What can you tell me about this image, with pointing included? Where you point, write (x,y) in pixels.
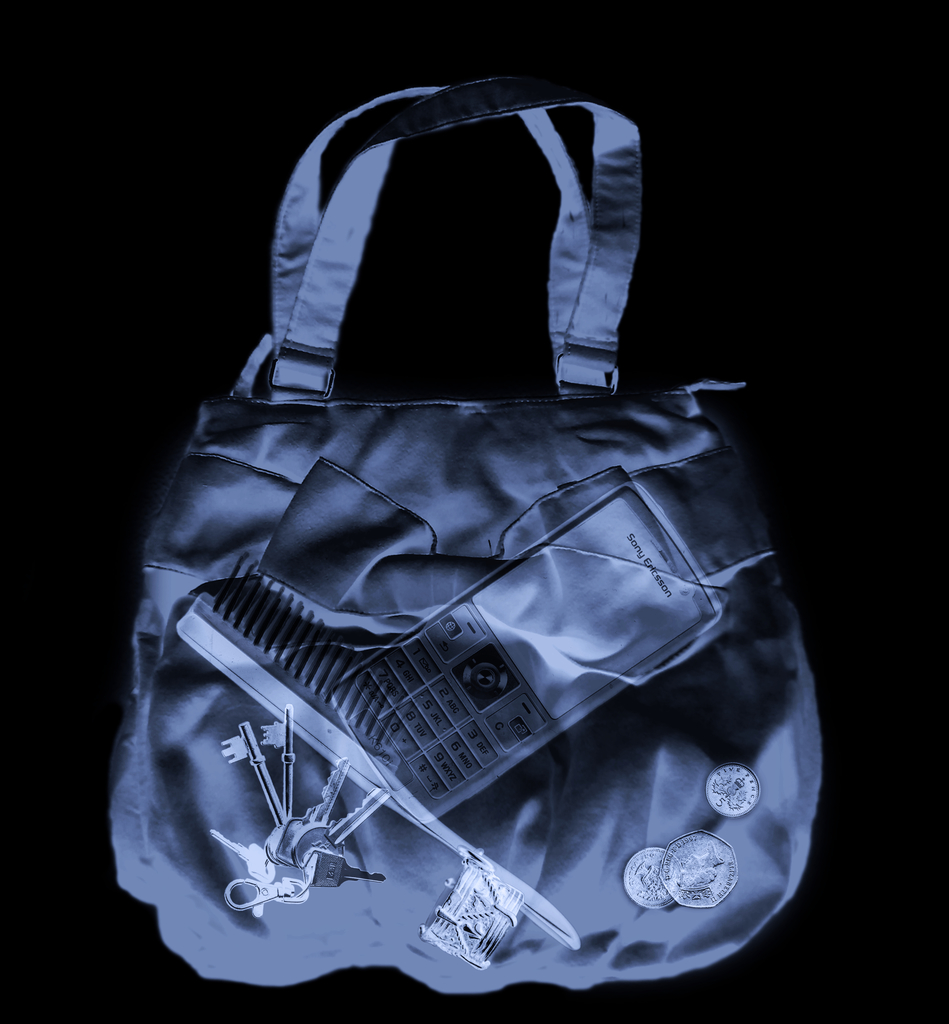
Here we can see a hand bag (491,471) and in that we can see a mobile phone (525,579), comb (337,673) and keys (338,767), coins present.
